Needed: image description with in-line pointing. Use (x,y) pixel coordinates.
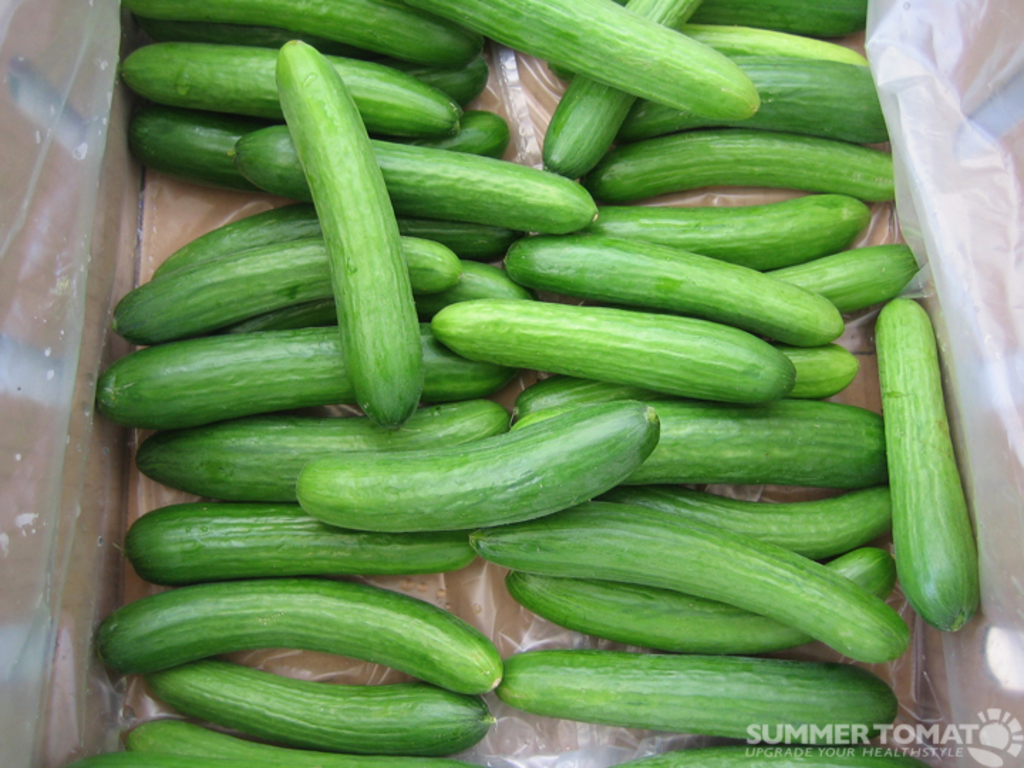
In this image we can able to see lot of cucumbers (798,312), and there is a cover (58,252) here.
